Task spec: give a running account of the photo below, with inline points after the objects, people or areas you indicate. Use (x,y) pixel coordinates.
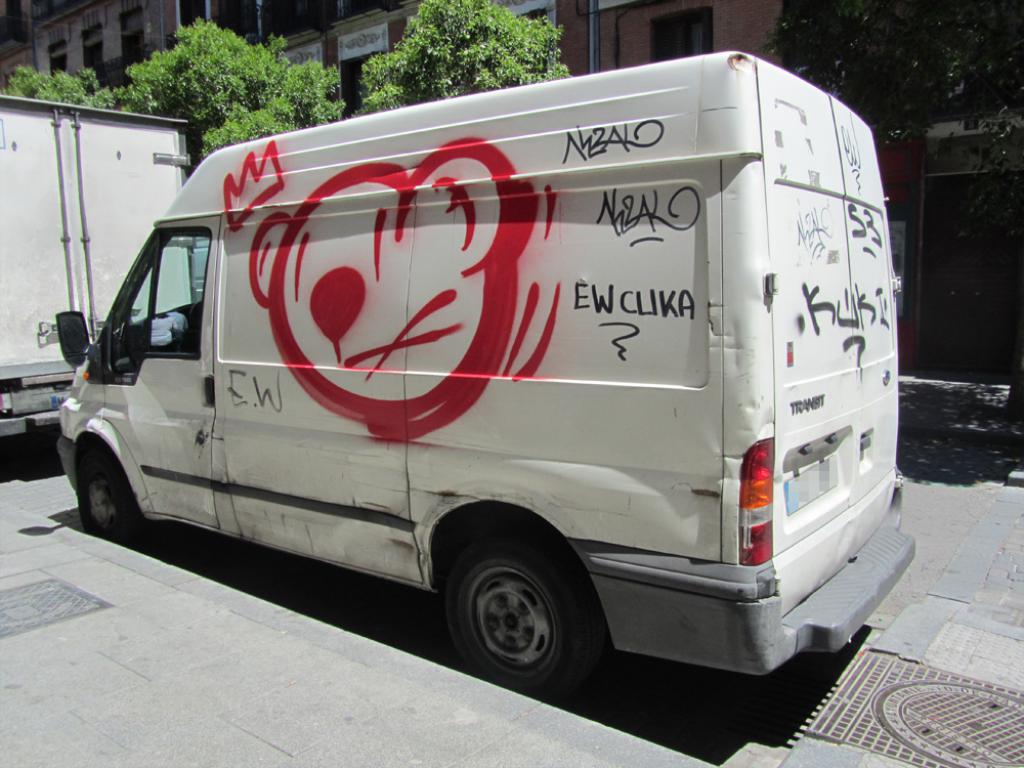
In the center of the image (468,290) we can see vehicles (274,353) on the road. In the background (392,73) we can see trees (413,71) and buildings (604,30).
